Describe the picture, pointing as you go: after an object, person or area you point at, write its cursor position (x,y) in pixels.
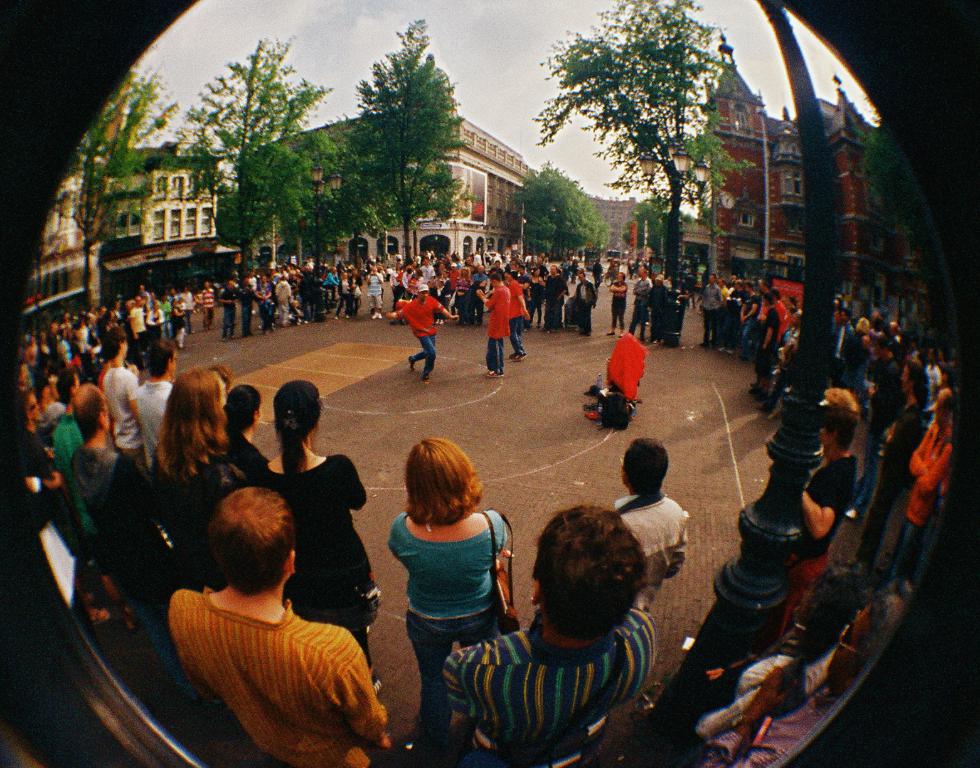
In this picture I can see there is a huge crowd of people (261,518) standing, there are a few people (500,316) standing in between them and they are wearing red color shirts (491,308) and there are trees (637,126), buildings (789,149) with windows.
